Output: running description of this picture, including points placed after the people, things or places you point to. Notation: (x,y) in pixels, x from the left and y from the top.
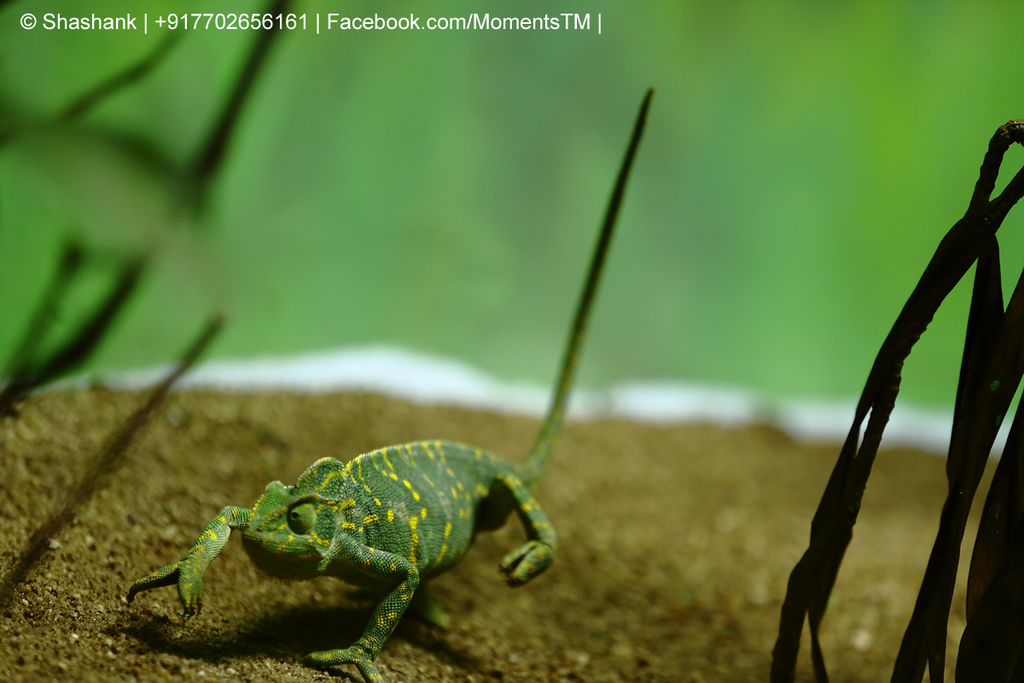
We can see reptile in green color. Top left of the image (22,22) we can see text (50,26). Background (667,43) it is green color.
